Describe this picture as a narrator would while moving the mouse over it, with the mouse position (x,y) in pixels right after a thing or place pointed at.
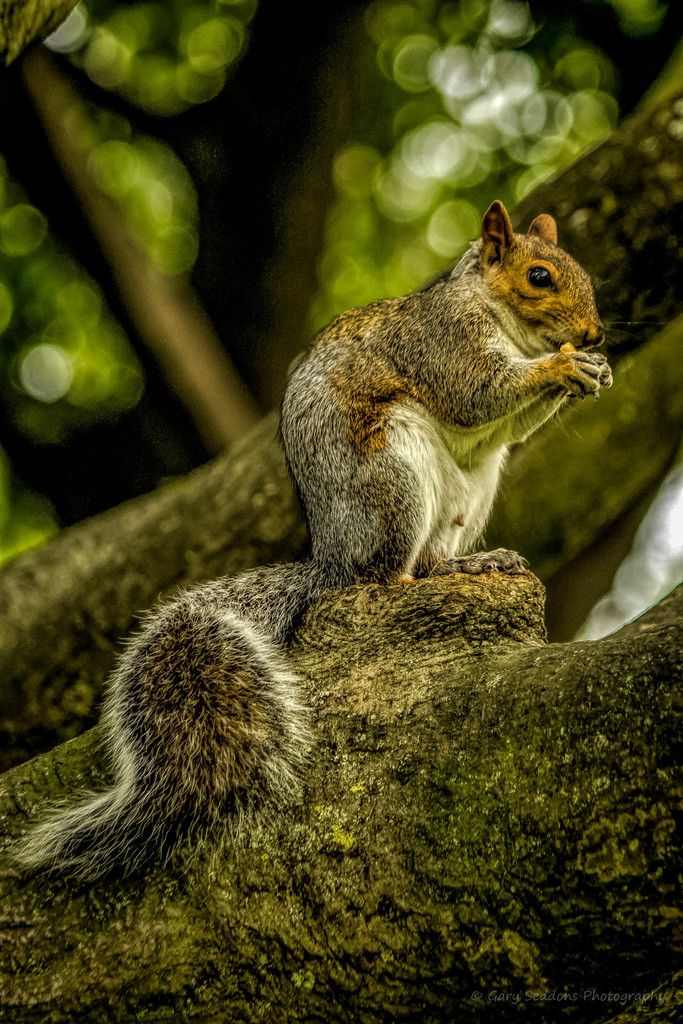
In the image we can see in front (393,386) there is a squirrel (474,478) standing on the tree log (405,821).
